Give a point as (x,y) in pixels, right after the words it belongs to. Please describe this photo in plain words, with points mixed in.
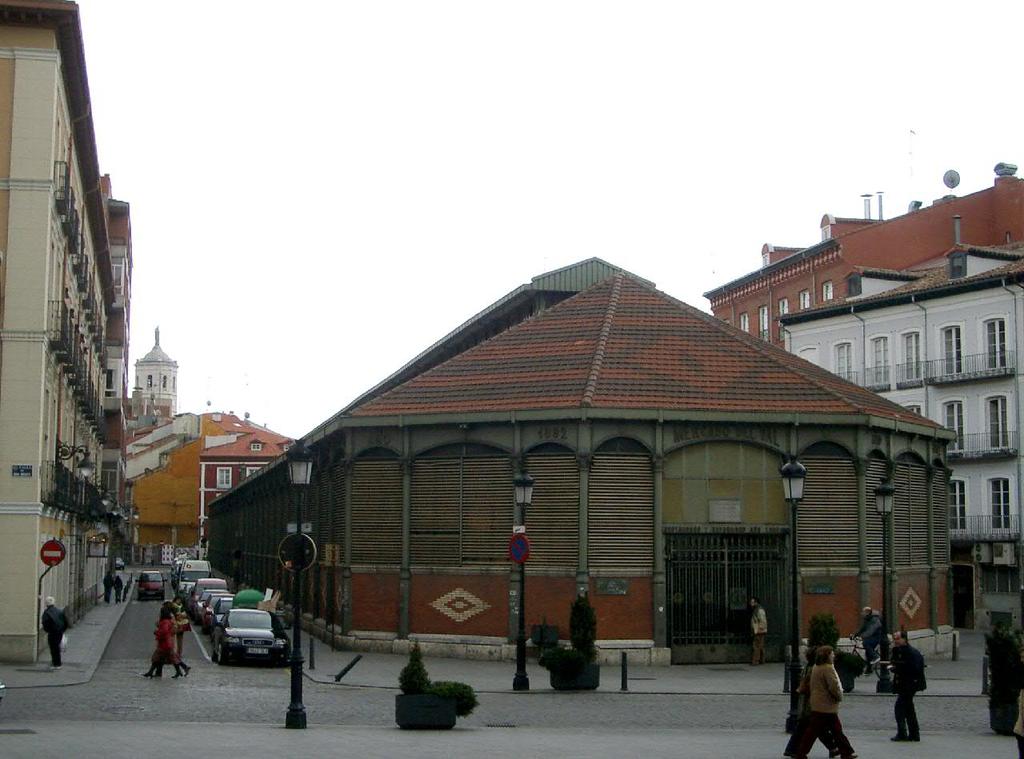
In this image, I can see groups of people (184,616) walking and there are buildings (570,403). At the bottom of the image (445,720), I can see the light poles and there are plants (427,682) in the flower pots (435,708). There are vehicles (241,626) on the road (242,672). In the background (251,239), I can see the sky (544,178).
